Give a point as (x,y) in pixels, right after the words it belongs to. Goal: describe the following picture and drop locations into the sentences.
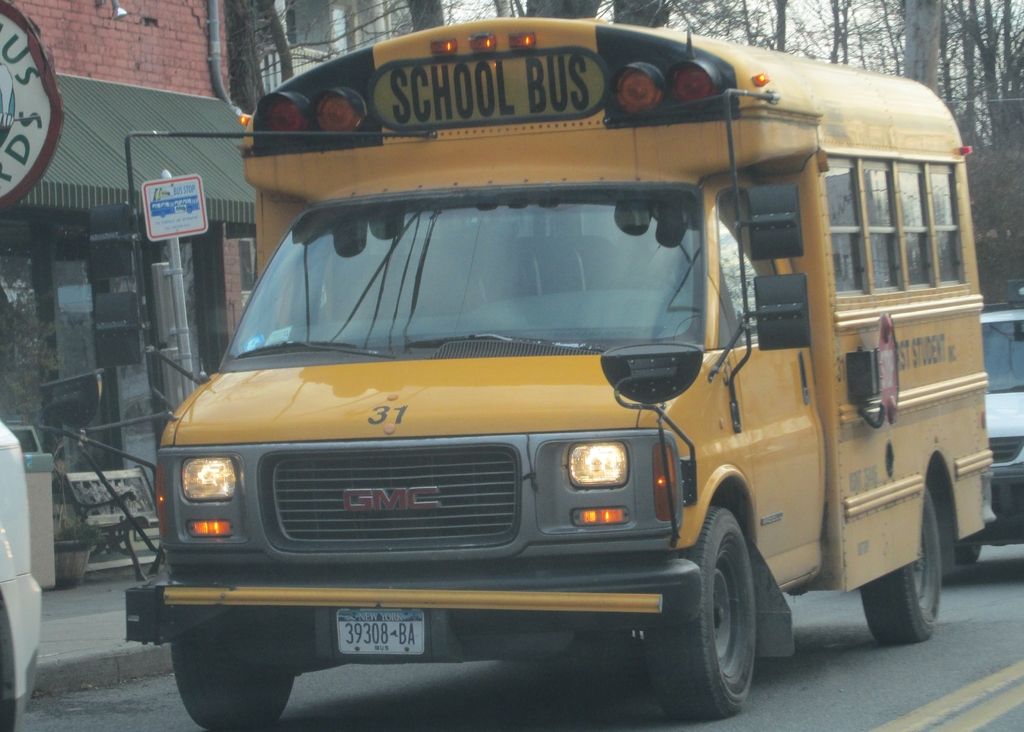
In this image I can see the road (782,665). On the road (782,665) there are many vehicles (762,582) which are in yellow and white color. To the side of the road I can see the brown color brick wall (87,67) to the building (150,106). In the back (845,23) there are many trees (732,23).
